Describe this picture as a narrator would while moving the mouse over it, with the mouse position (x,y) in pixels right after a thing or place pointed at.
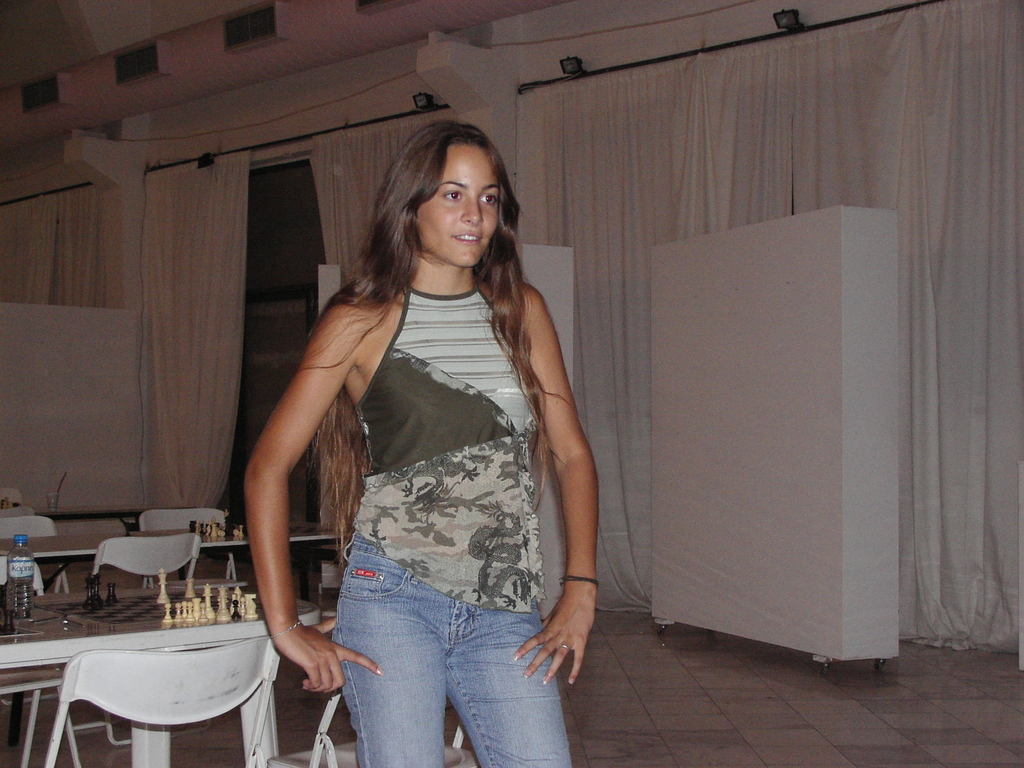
In the picture we can see a woman (418,253) standing, she is wearing a green and white dress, in the background (644,291) we can see a curtains (722,155), cupboard (823,284), table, chairs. On the table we can find chess board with a bottles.
